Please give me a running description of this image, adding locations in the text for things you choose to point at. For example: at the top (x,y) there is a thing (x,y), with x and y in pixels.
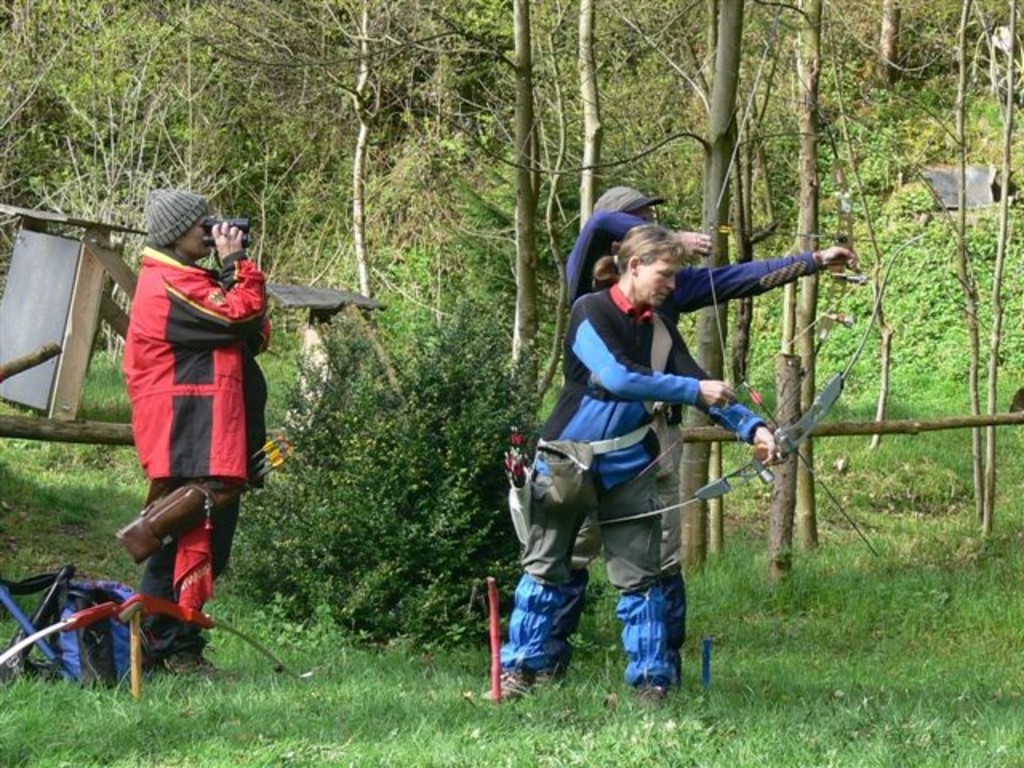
In this picture I can see three persons (198,349) standing, there is a person (156,325) standing and holding a binoculars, there are two persons (600,312) standing and holding the bows (839,209) and arrows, there are some objects (52,435) and in the background (975,383) there are trees (545,344).
